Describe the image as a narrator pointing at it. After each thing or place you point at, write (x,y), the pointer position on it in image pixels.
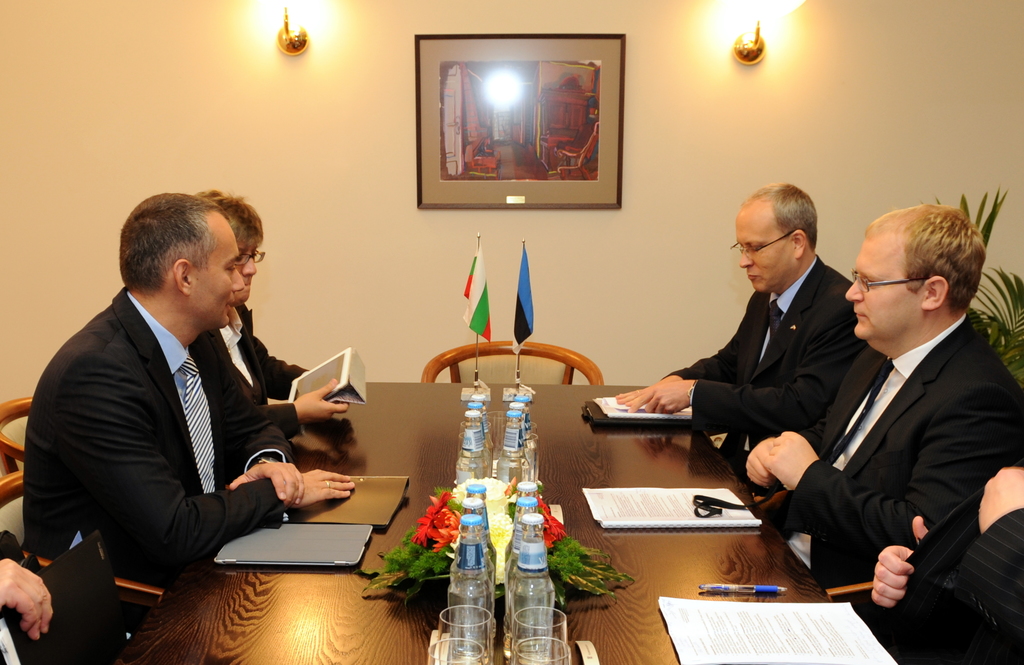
There are group of persons (246,381) sitting on chairs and there is a table (552,477) in front of them which has books (712,518), water bottles (503,460), glasses (528,639) and two flags (525,310) on it and there is a picture (528,127) which is attached to the wall (665,111) in the background (536,170).
